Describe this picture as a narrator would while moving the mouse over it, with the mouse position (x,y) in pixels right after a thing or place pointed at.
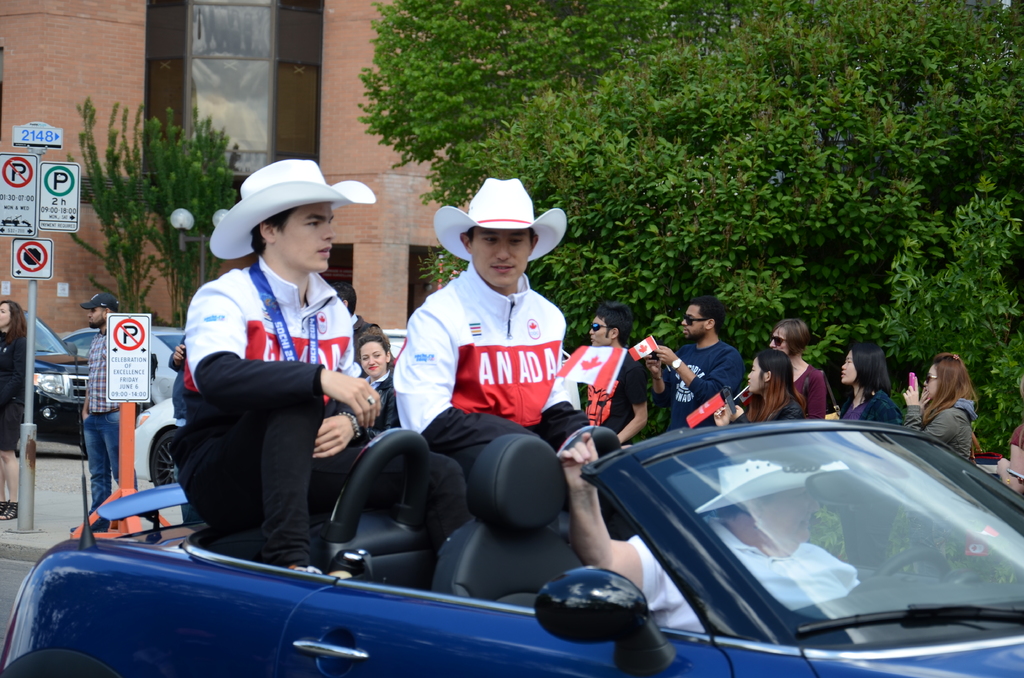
In this picture there are two people (399,367) sitting at the back of the car (507,555), there is a person (817,558) riding the car (819,521). In the backdrop (770,351) there are many people (754,360) standing there is a tree (622,66) and a building (154,81).
